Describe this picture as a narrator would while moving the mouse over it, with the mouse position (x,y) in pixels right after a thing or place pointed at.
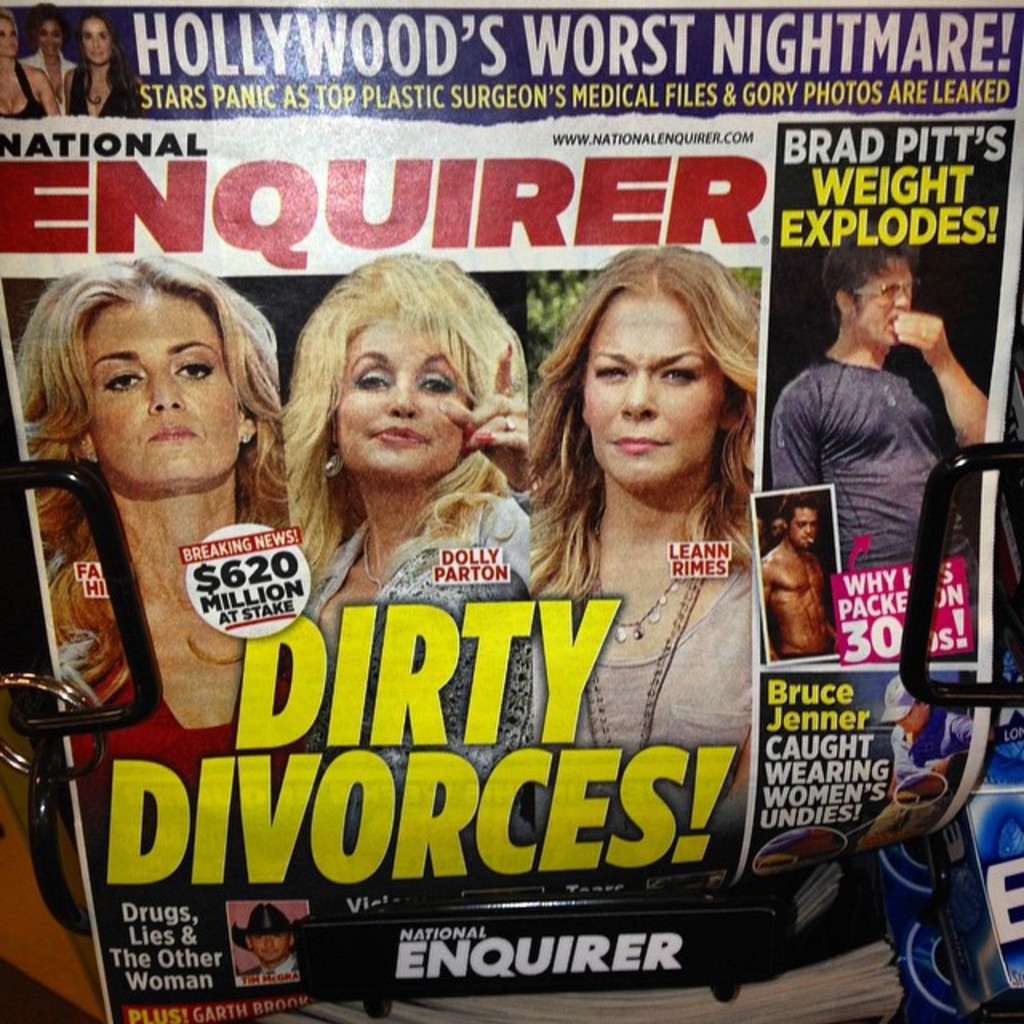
In this image we can see a poster (91,270) in which we can see the pictures (647,595) of some people (504,478) and the text (583,849).
